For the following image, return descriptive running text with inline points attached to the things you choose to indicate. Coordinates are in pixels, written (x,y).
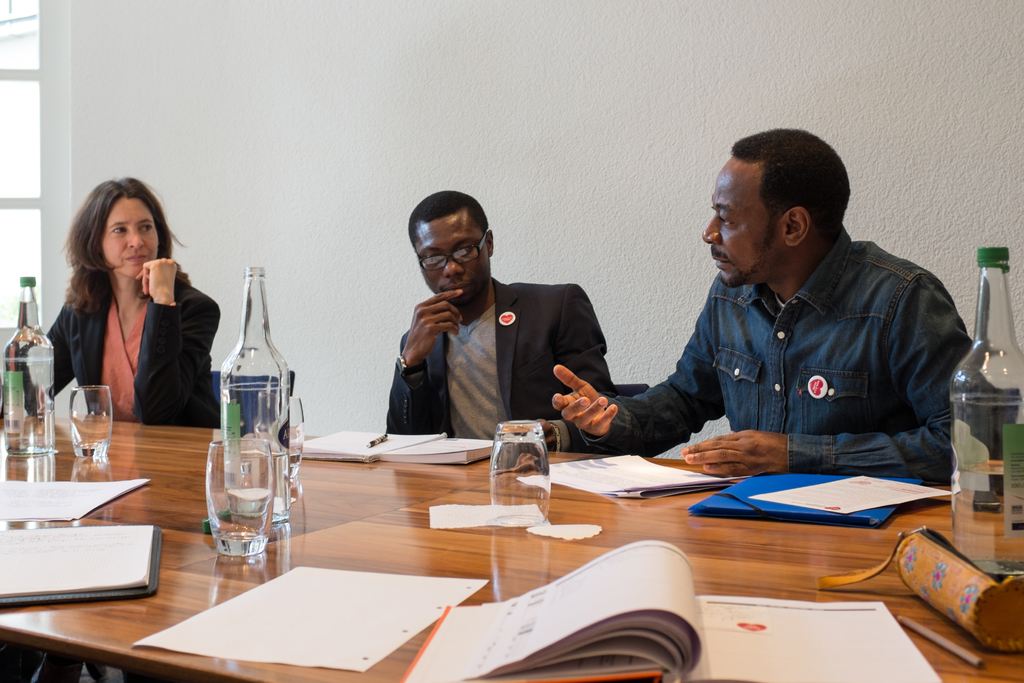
In this image I can see three people (420,385) sitting in front of the table (491,529). On the table (490,549) there are glass (496,466), bottles (977,532) and the papers (572,575). In the background (522,147) there is a wall (460,167).
